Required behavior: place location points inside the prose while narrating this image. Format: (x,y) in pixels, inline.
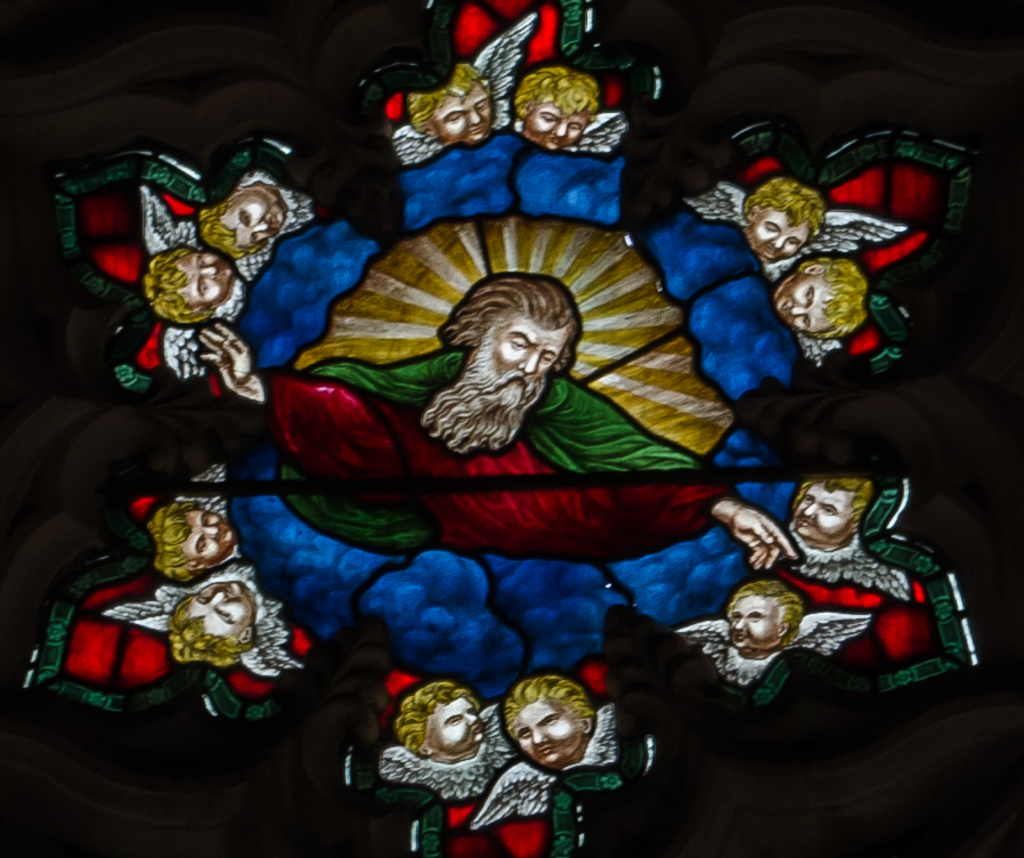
The picture is looking like a frame (762,694) or a painting (177,262) over a window (428,340). In this picture we can see people's faces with wings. The edges (70,63) are dark.
